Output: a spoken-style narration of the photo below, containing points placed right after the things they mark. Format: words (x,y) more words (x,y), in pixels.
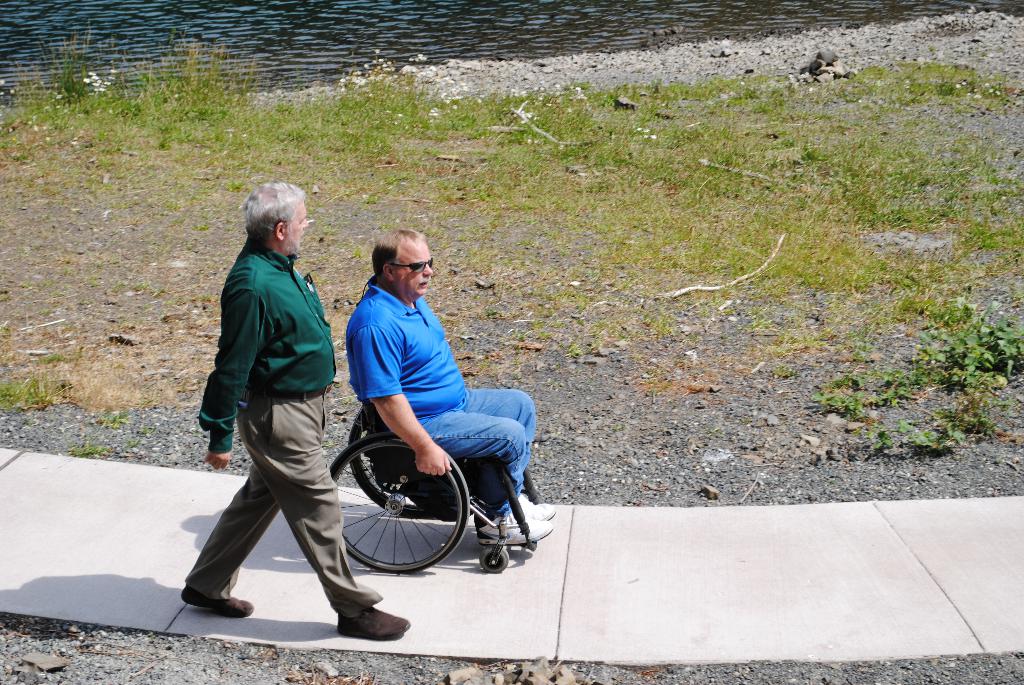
In this same image there are two people (389,318). One of them is sitting on wheelchair (357,460), the other one is walking. There is a Grass (470,148) in this image and there is water (430,40) on the top (111,21).
